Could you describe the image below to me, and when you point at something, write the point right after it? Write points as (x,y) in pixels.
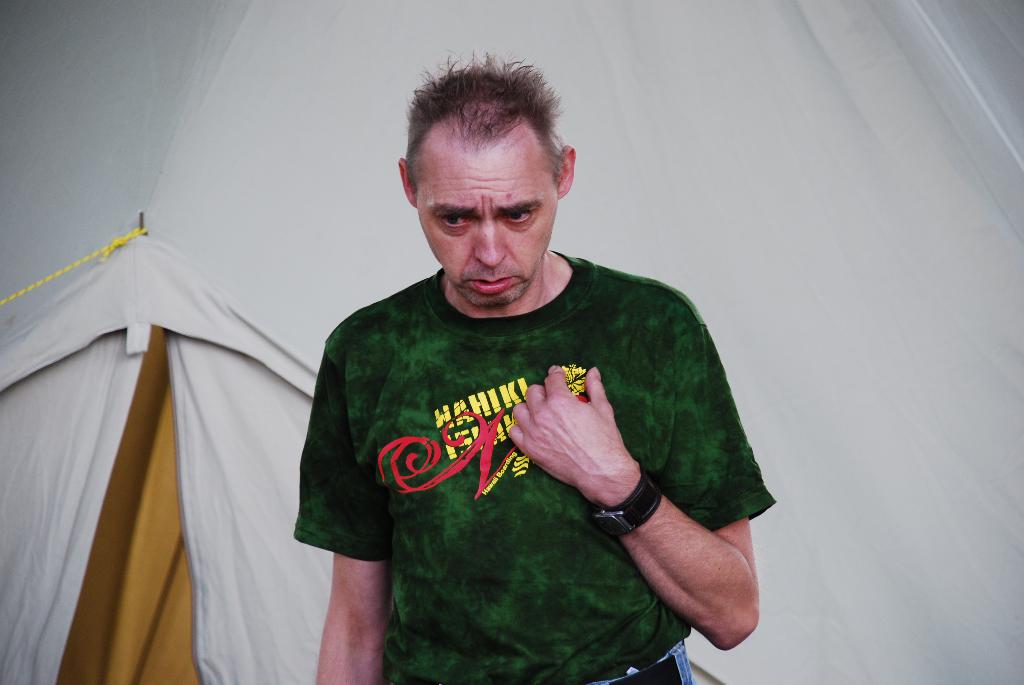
There is a man (526,434) standing in the foreground area of the image (554,325), it seems like a curtain (179,301) and a rope (85,257) in the background (123,273).
